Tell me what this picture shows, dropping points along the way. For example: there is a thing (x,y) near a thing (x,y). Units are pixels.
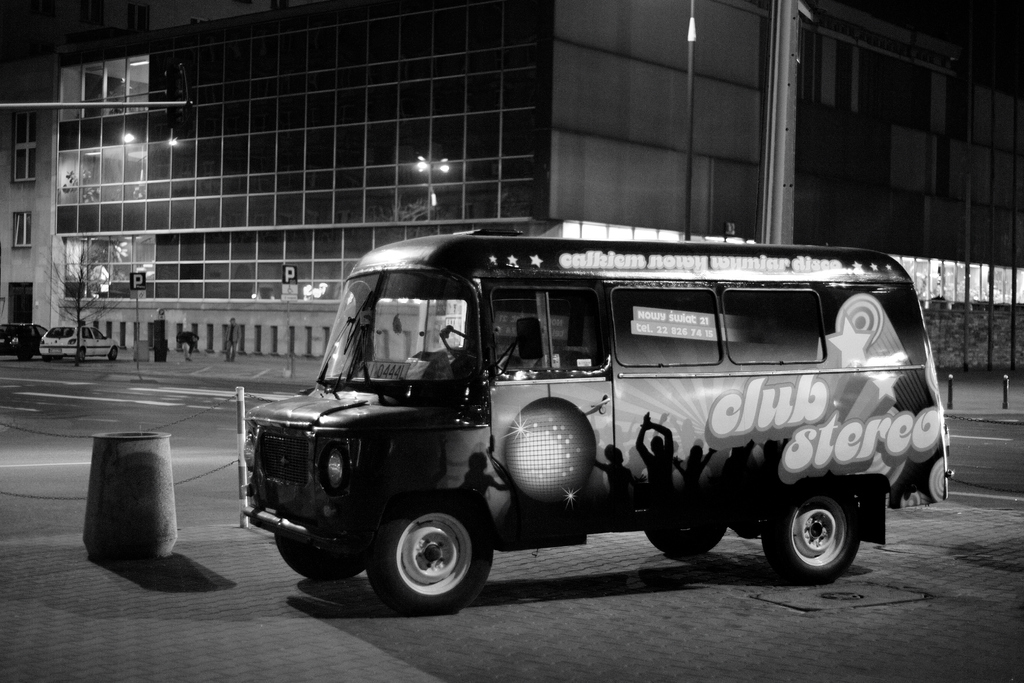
In the image in the center (529,287) we can see one vehicle (583,506). In the background (657,172) we can see buildings (584,120), windows (483,122), poles (776,102), sign boards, vehicles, lights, dustbin (123,474), fence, road (191,430), tree (79,309) and few people (230,342) were standing.
